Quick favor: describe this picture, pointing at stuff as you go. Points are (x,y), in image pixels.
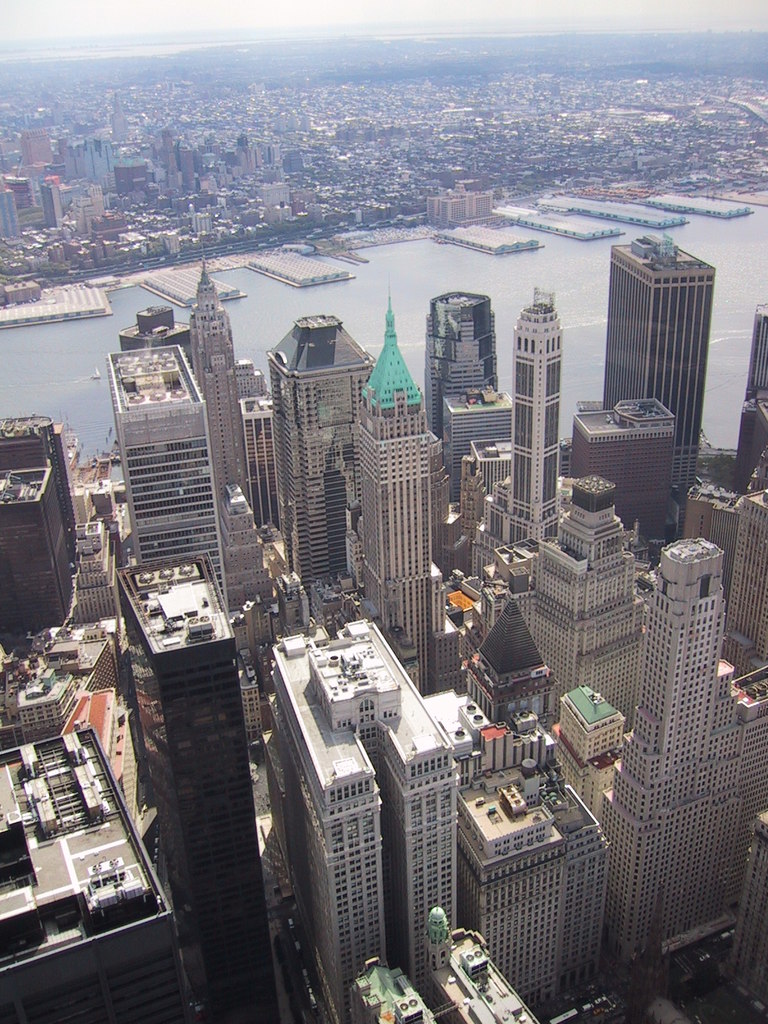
There are many buildings (280,556) in the foreground (453,329). In the middle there is water body (463,275). In the background (222,194) there are many buildings (236,139).
